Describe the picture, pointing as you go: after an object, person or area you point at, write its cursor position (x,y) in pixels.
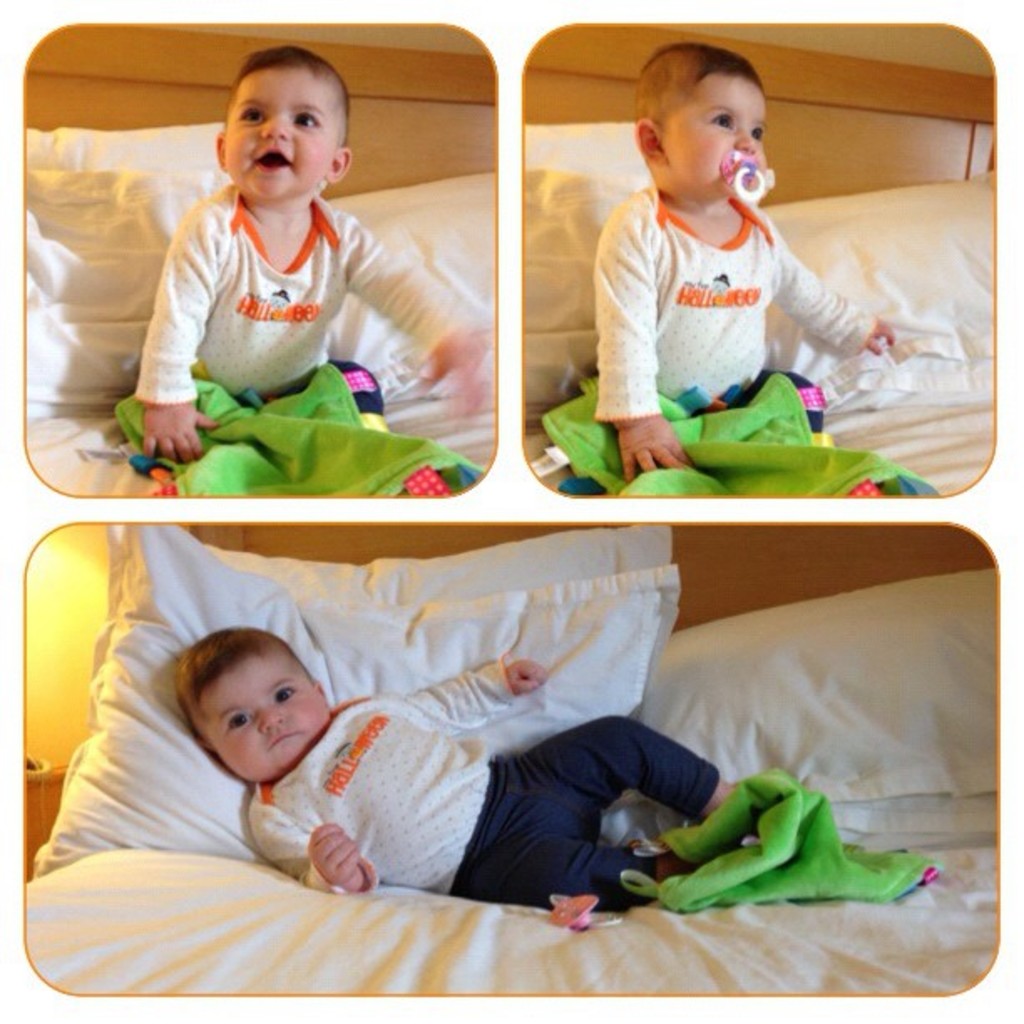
There is a collage image of three different pictures of a same kid (643,195). In the first and second picture, we can see a kid (682,312) sitting on the bed (456,254). In the third picture, we can see a kid (521,757) on the pillow (180,774).
